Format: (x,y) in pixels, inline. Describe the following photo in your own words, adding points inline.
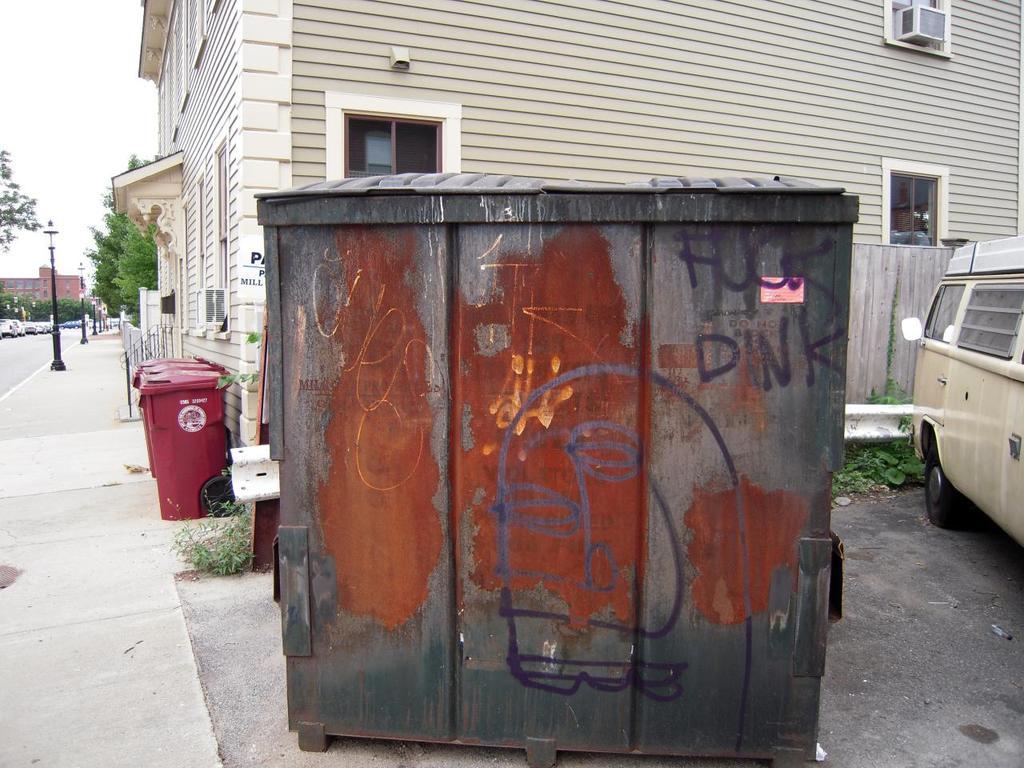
In this picture we can see some text (328,299) on a metal object (314,712), car (1019,266), street lights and dust bin (219,478) is visible on the path (165,549). There are a few trees (112,310) and buildings (139,225) visible in the background (139,220).
